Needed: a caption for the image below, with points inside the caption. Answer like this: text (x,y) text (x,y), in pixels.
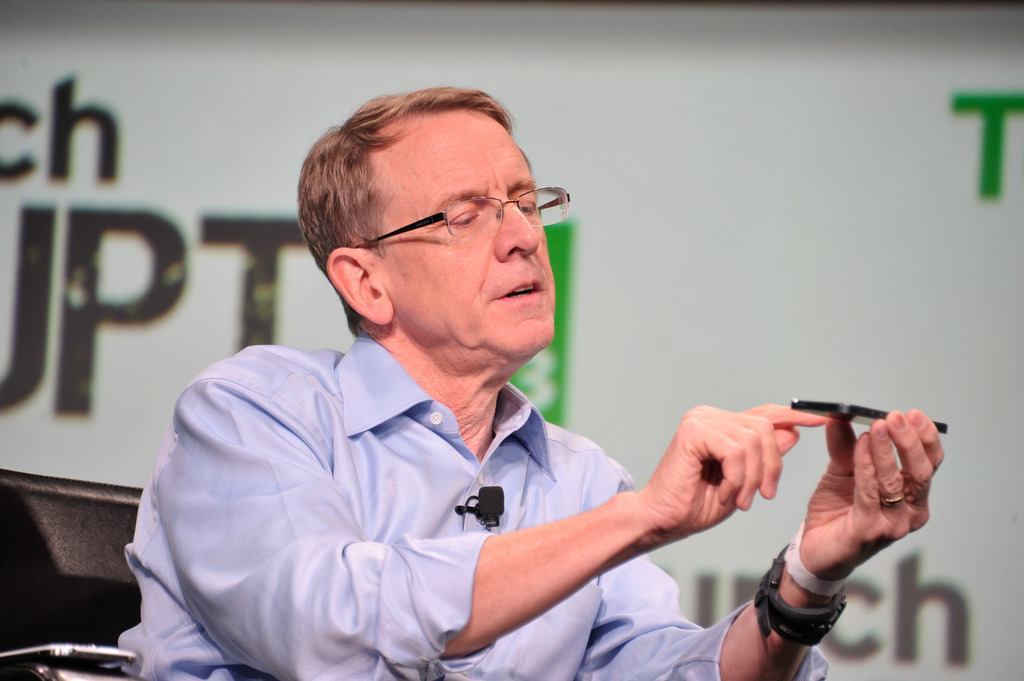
In this image we can see there is a person (450,295) wearing spectacles (455,223) and holding an object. In the background (678,265) we can see a banner (628,401).
